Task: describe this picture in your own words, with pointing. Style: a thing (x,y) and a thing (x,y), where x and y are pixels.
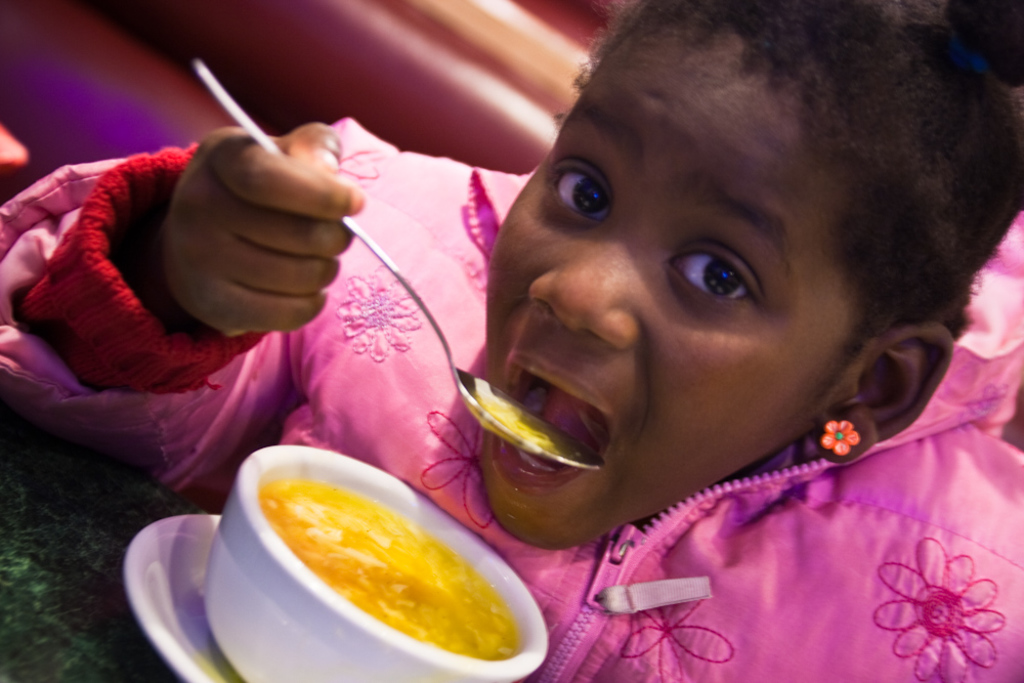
In this picture we can see a girl (794,164) wore pink color jacket (792,492) and orange flower type ear rings (840,442) and she is eating with spoon (574,458) and in front of her we can see a bowl (375,658) and plate (189,590) with some food item (400,558) in it.
